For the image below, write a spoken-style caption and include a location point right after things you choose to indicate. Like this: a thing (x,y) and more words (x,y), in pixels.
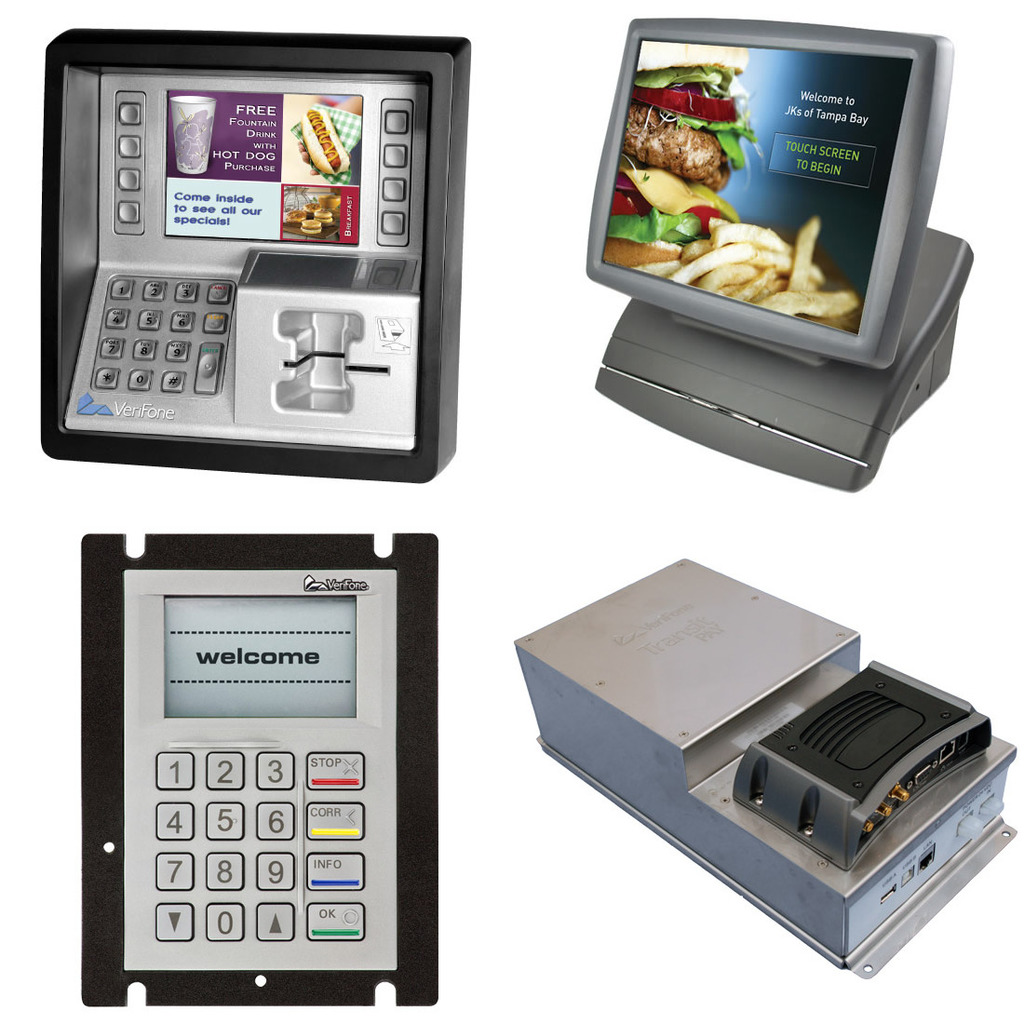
In this image there are electronic devices (381,350), there is an object (270,697) that looks like a calculator (228,715), there is a screen (751,136), there is text (813,147) on the screen (803,169), there is food (724,143), there is a glass (185,153), there is text (329,589) on the device (324,591), the background of the image (12,36) is white in color.
